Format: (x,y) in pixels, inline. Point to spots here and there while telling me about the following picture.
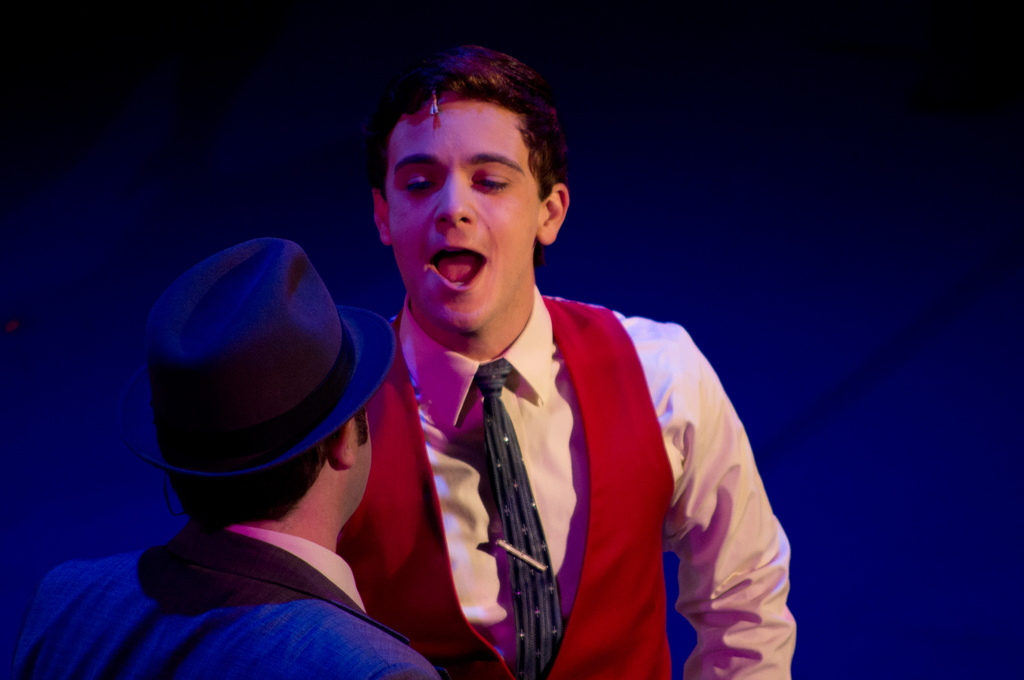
In this image, we can see persons (375,591) wearing clothes (425,504). There is a person (181,596) in the bottom left of the image (151,643) wearing a hat (216,413).
